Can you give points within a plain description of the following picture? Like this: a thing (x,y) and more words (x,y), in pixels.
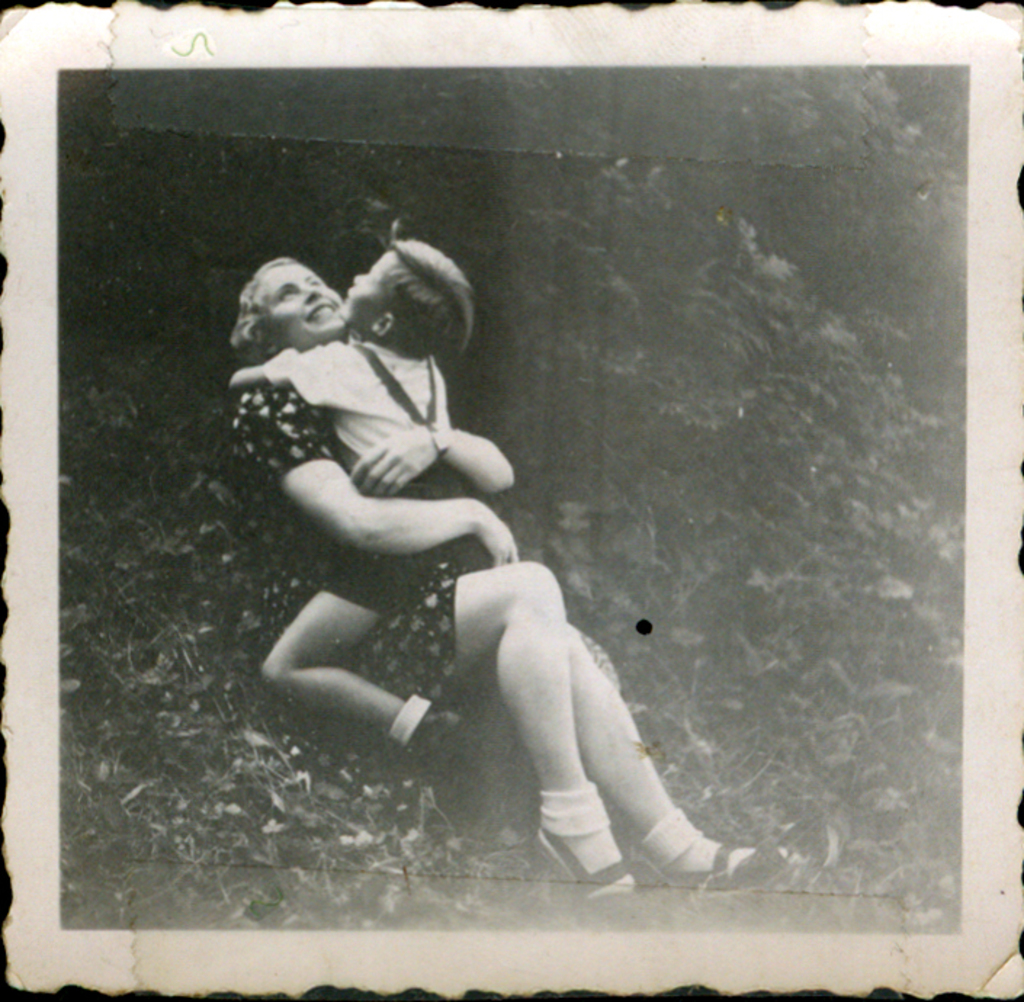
In the picture I can see the photo frame (683,356). In the photo frame (695,651) I can see a woman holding a boy (434,426) and they are smiling. I can see the trees (835,553) in the photo frame (736,301).
